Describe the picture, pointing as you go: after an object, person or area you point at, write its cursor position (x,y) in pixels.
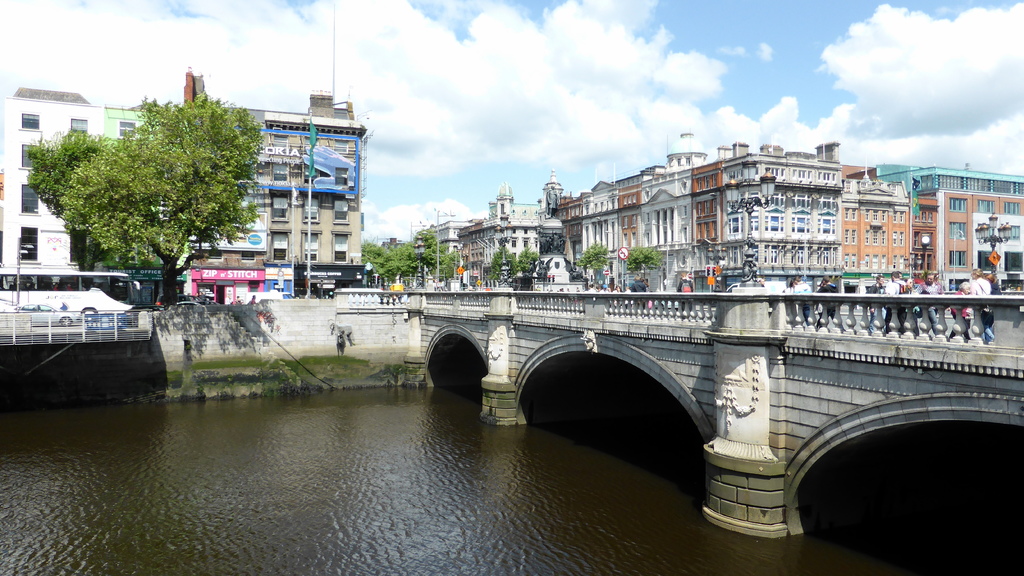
At the bottom of the image (310,427) there is water (554,531). On the right side of the image (928,360) there is a bridge (713,358) with arches (994,413), pillars (749,492) and railings (814,324). On the bridge (835,326) there are few people (971,287) standing and also there are poles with lamps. Behind the water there is a wall (212,332) with railing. Behind the railing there is a bus (14,288). In the background (143,164) there are trees (181,168), buildings (13,126) with walls (24,138), glass windows (313,241), pillars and roofs (902,176). And also there are poles (720,254) with sign boards (624,258). At the top of the image (588,56) there is a sky (675,30) with clouds (436,51).
